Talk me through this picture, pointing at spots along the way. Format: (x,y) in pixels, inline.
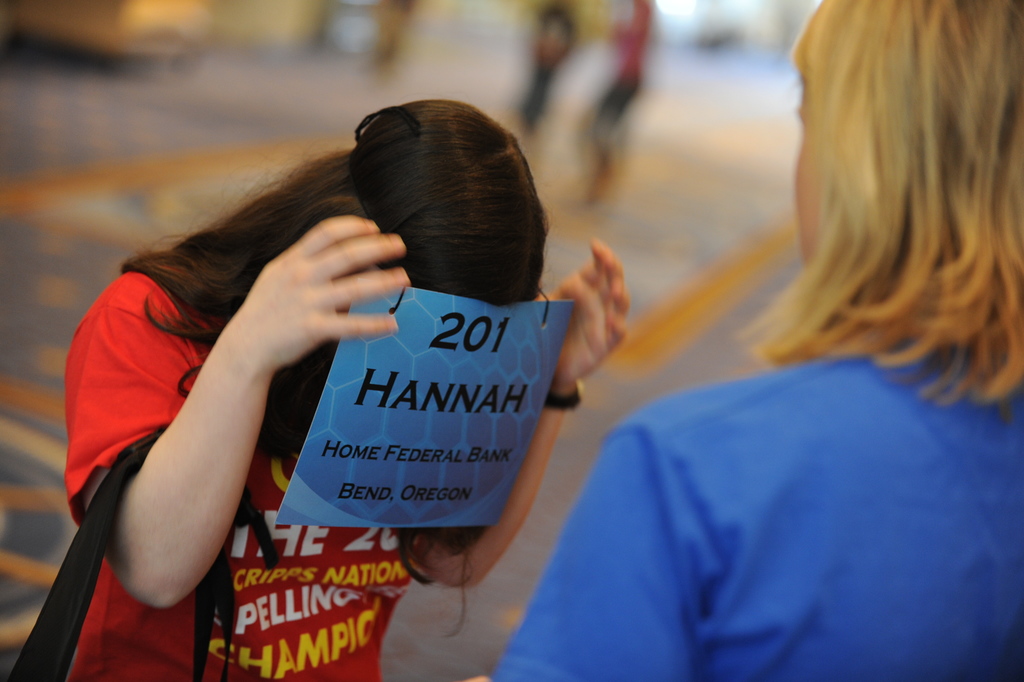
In this image there is one person (797,476) standing on the right side of this image (844,452) is wearing blue color dress (857,487), and the person (221,423) standing on the left side of this image (288,537) is wearing red color t shirt (250,484) and holding a written board (423,413), and there are some persons (606,105) in the background (620,94).
